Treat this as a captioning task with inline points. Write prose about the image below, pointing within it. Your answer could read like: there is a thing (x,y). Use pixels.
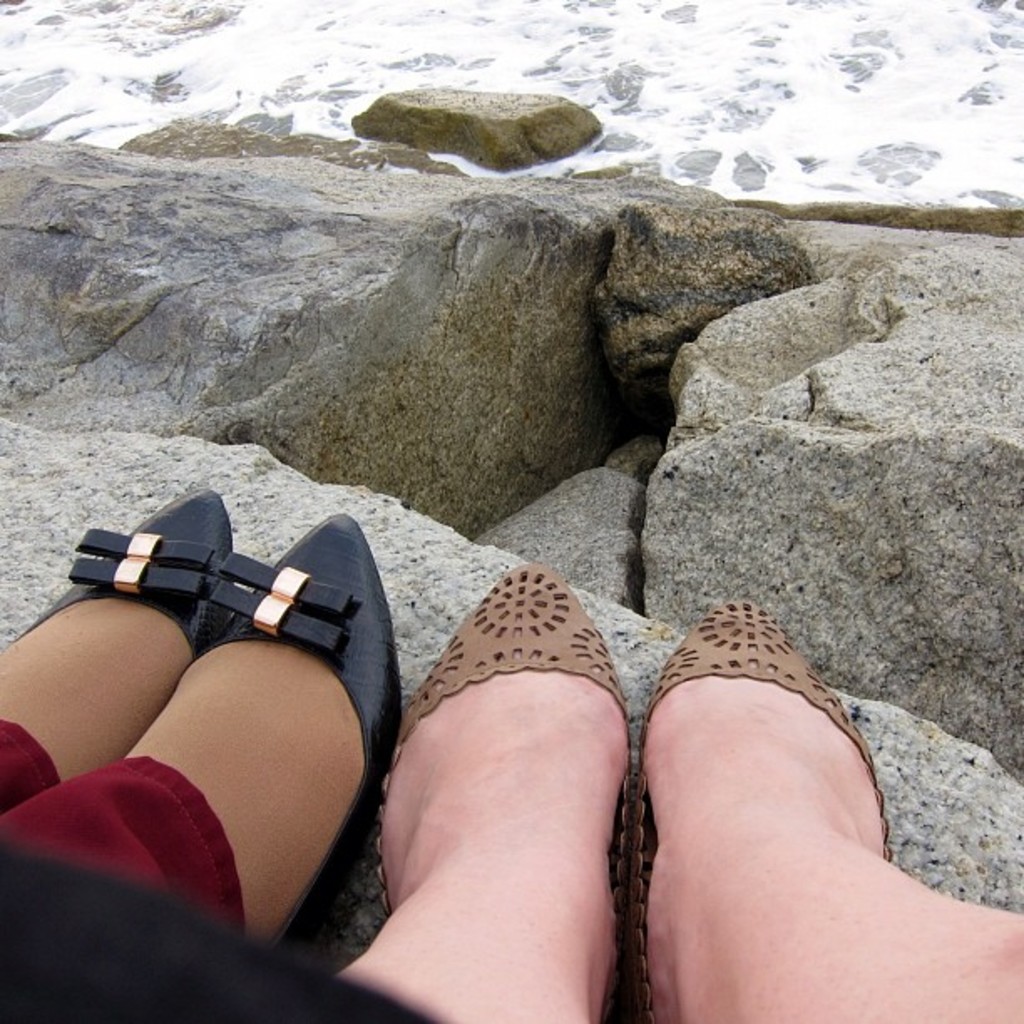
In this image, we can see the legs (693,795) of a few people (301,969). We can see some stones (109,249) and water (867,73).
